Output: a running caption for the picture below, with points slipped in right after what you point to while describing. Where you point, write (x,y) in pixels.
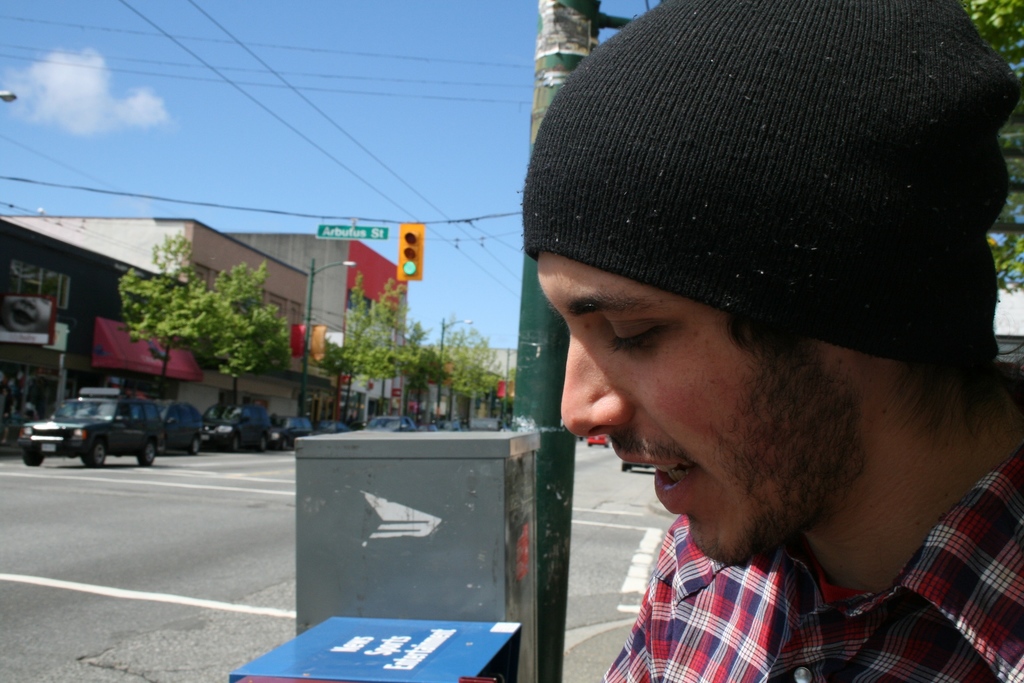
In this image we can see a man (806,278) wearing a beanie (807,323). In the background (171,366) we can see buildings (153,370), trees (240,353), traffic lights (401,243), street poles (309,279), street lights (324,270), electric cables (185,49) and motor vehicles (258,416) on the road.
